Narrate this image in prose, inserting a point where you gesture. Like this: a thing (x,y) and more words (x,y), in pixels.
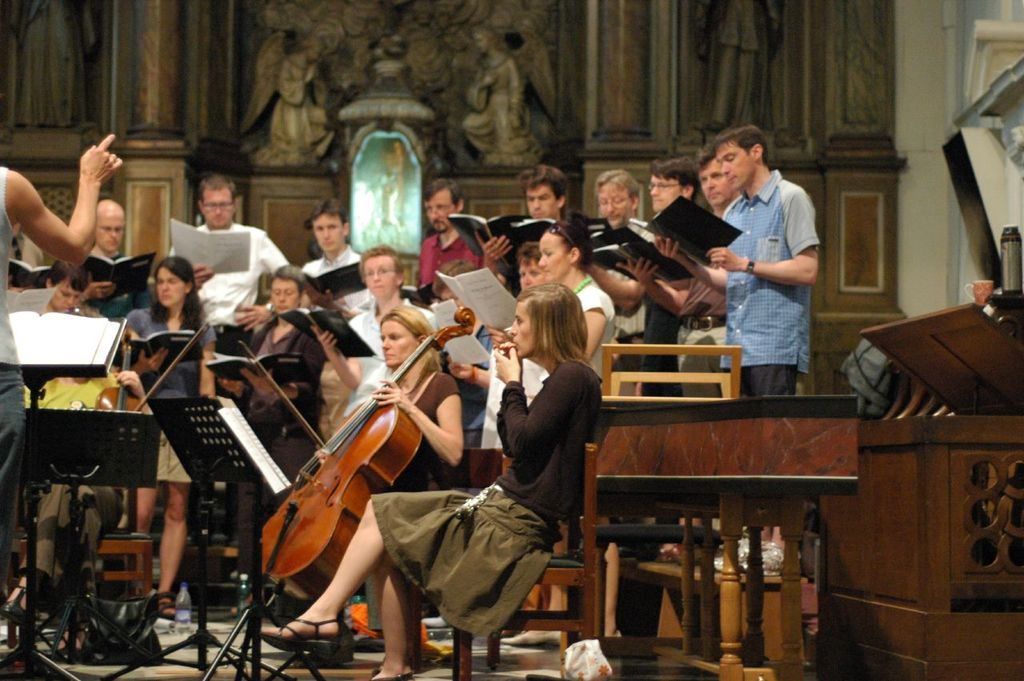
In this image there are group of people (772,212) standing and holding books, there are two persons (452,582) sitting and playing musical instruments (300,538). At the bottom of the image (191,629) there is a bag (147,597), bottle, at the right side of the image (915,472) there is a table (955,531), cup (976,297) and bottle (1004,248), at the back side of the image (347,118) there is a sculpture (501,109).
